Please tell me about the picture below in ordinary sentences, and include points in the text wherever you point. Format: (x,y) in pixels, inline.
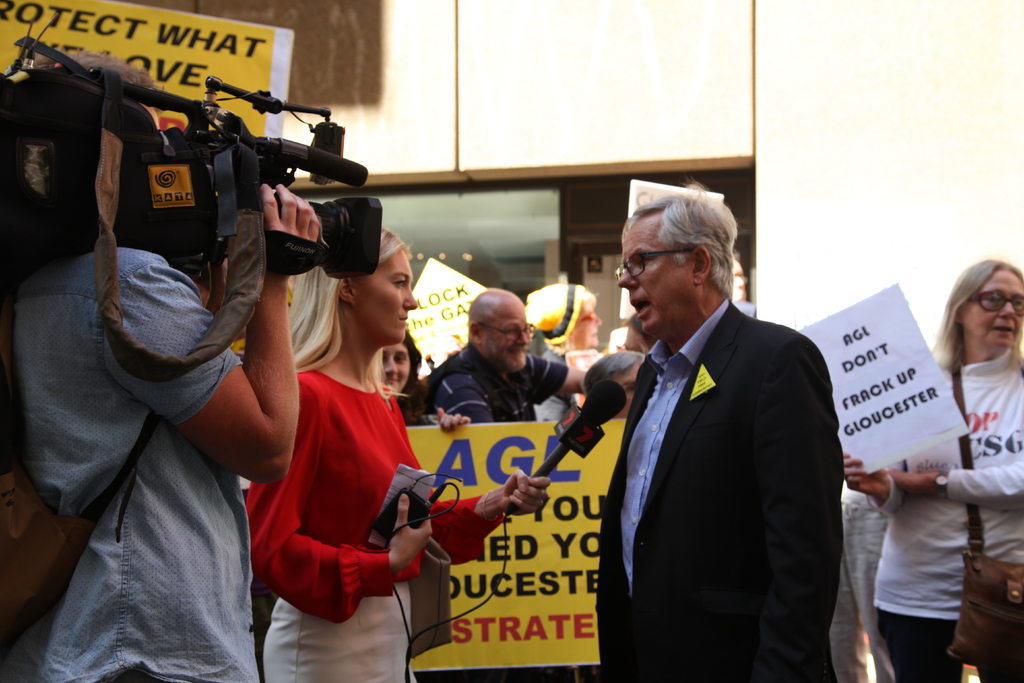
In this image I can see a man (692,496) wearing black color suit (686,487), blue color shirt (668,417), standing and speaking on the mike (603,410). In front of this man (656,430) I can see a woman (334,568) standing and holding the mike (578,430). Beside this woman (320,411) I can see another man (153,616) is wearing a blue color shirt (96,425) and holding a camera (235,159) in the hands (270,202). In the background (951,592), I can see some more people (489,373) are standing and holding some papers (891,359) in their hands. In the background (814,77) there is a building (684,98).
